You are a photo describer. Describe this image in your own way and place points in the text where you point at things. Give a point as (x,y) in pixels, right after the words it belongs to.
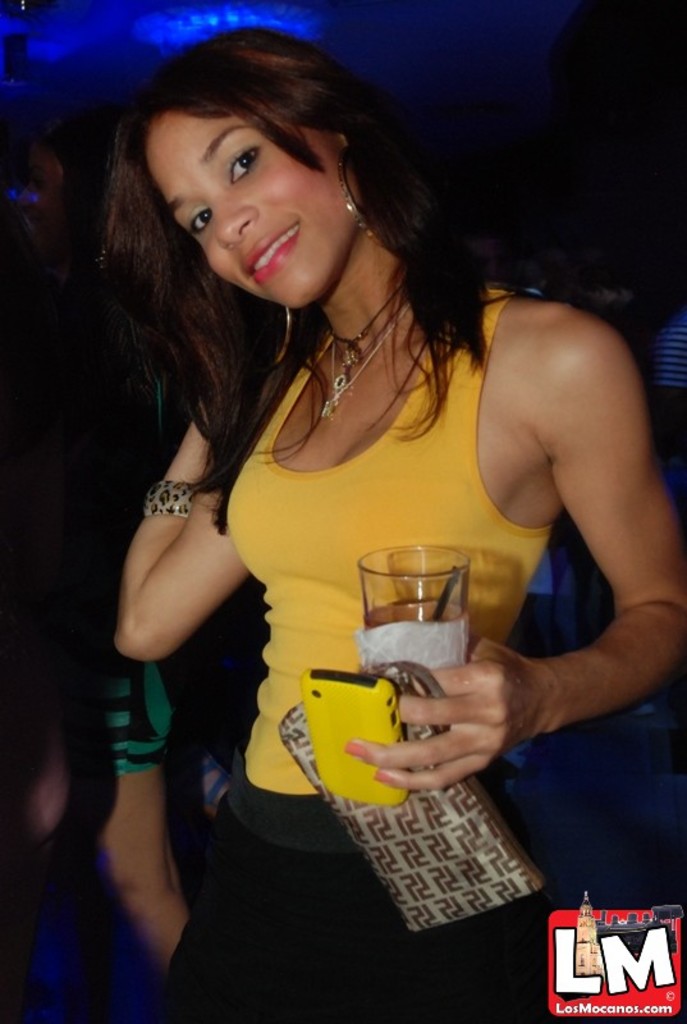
In the image there is a woman (461,450) standing and posing for the photo she is holding a glass (370,562), a wallet (407,725) and a mobile (390,704) with her hand (411,761). Behind the women (353,435) there are some other people (12,677).
